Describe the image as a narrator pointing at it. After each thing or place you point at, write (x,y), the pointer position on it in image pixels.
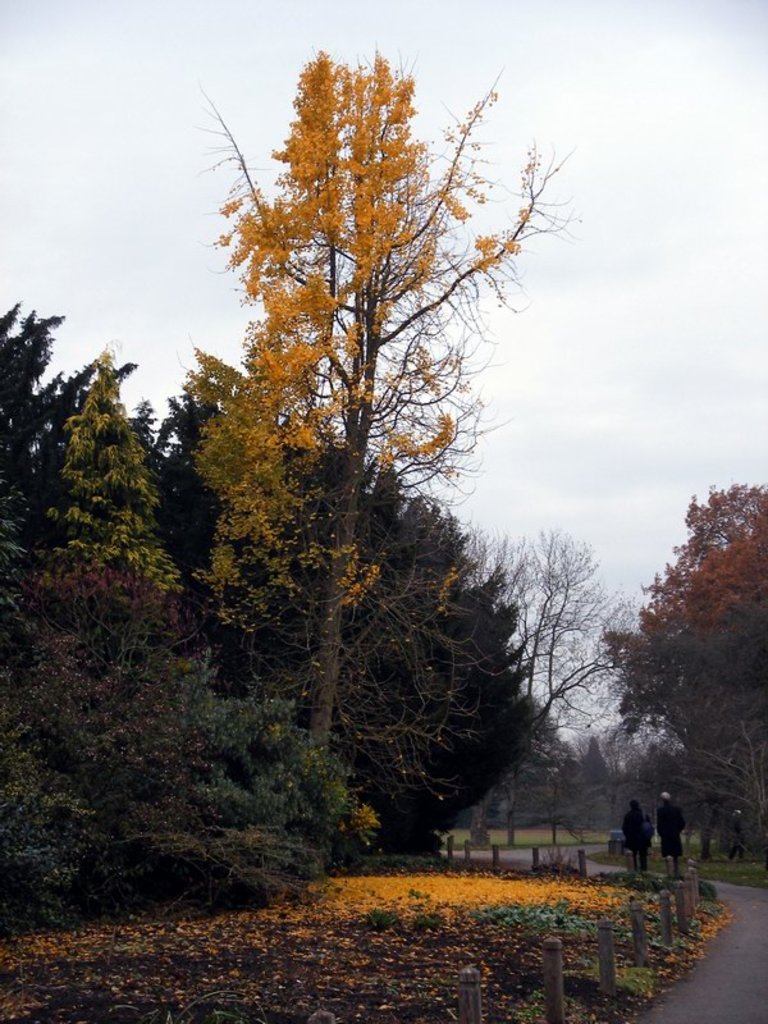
On the right (741,1010) there are two persons (637,825) standing on the road (676,1010) and we can see fence (498,857) to the either side of the road (766,943). On the left side (155,659) there are trees (128,507), leaves (529,891) on the ground (390,996). In the background (482,725) there are trees (664,775), grass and clouds (527,90) in the sky (527,90).
